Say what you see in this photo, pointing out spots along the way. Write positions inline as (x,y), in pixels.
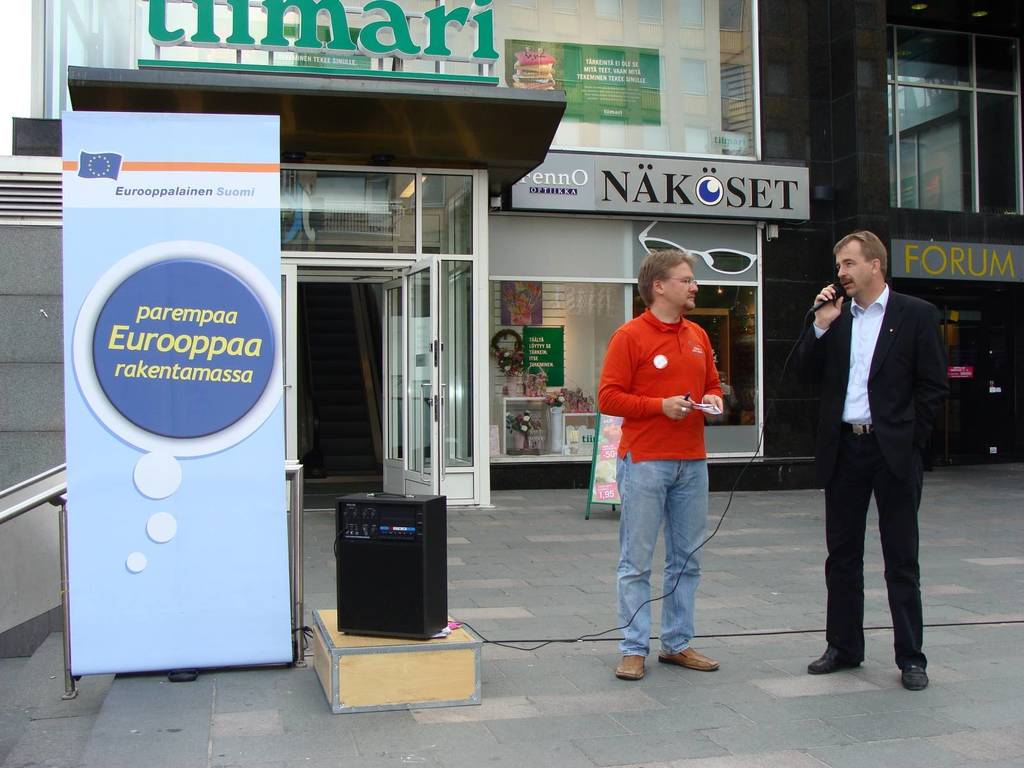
In this picture I can see couple of men (618,485) standing and he is holding a microphone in his hand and speaking and a board (79,246) with some text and I can see buildings (734,242) in the back (734,267) and few boards (1011,262) with some text (711,200).
